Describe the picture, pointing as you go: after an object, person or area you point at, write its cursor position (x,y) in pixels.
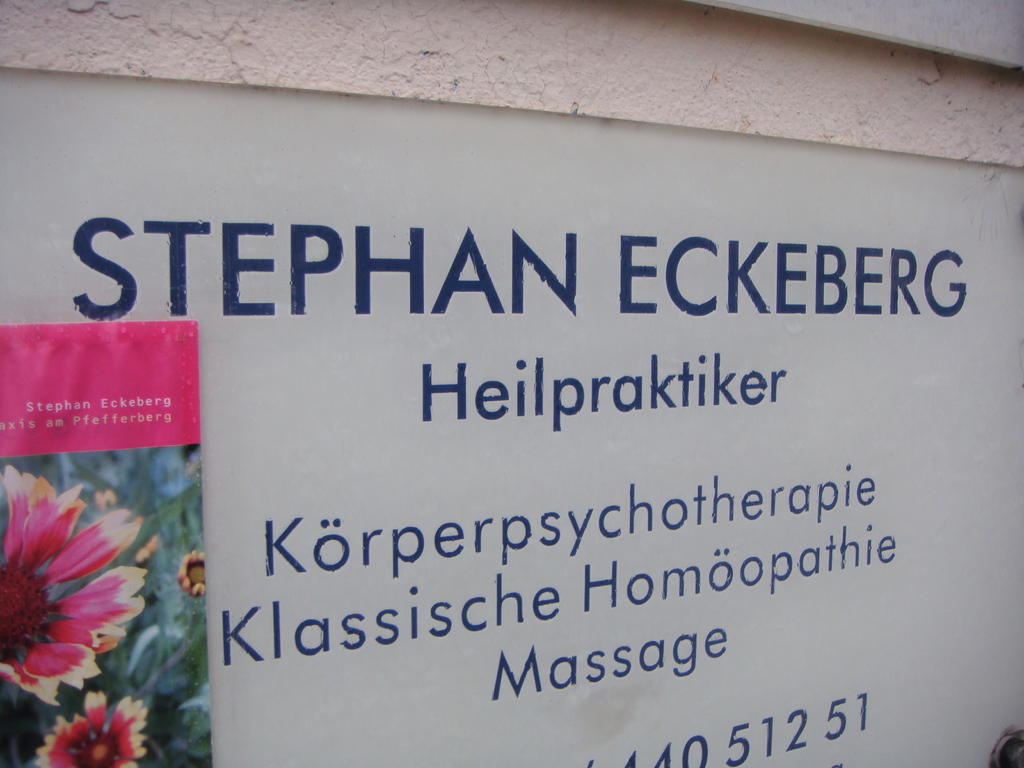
In this image on the left side (37,558) we can see a hoarding (44,405) on the wall (273,336) and there are texts (584,519) written on the wall (743,637).
